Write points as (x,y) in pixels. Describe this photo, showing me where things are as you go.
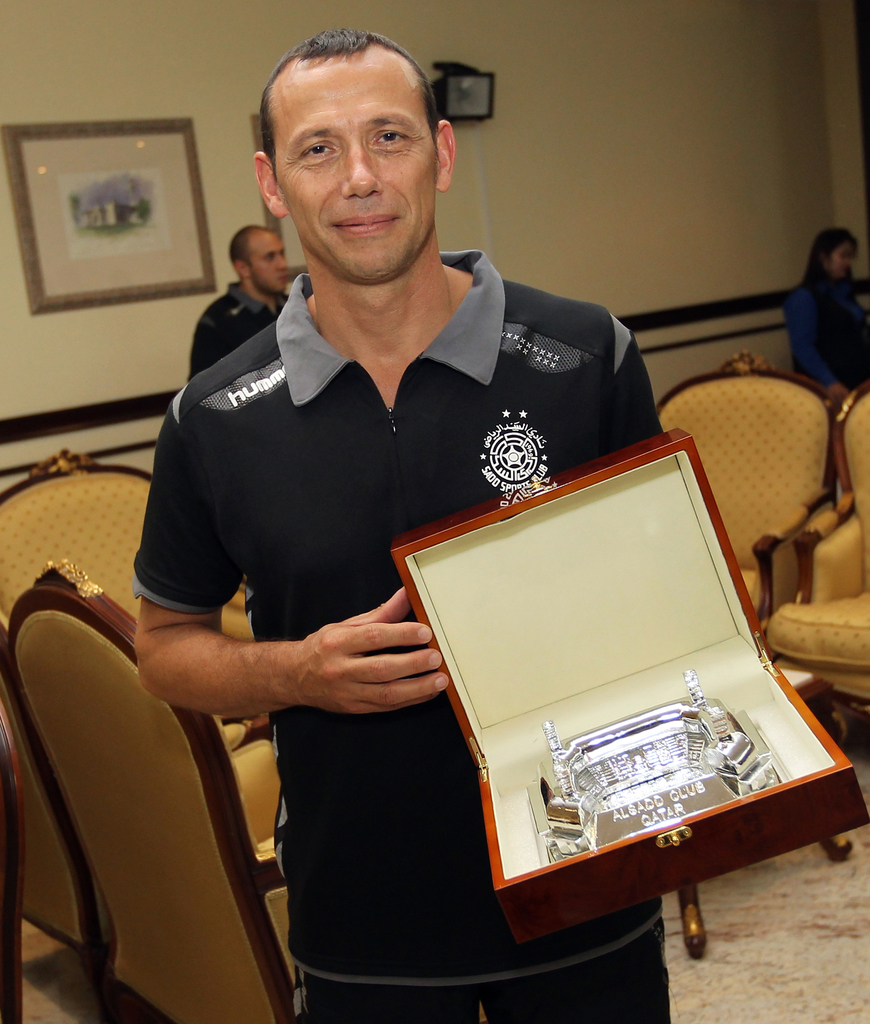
As we can see in the image there is a wall (512,217), photo frame (80,283), chairs (65,464) and the man (309,415) who is standing here is holding box (497,770).
